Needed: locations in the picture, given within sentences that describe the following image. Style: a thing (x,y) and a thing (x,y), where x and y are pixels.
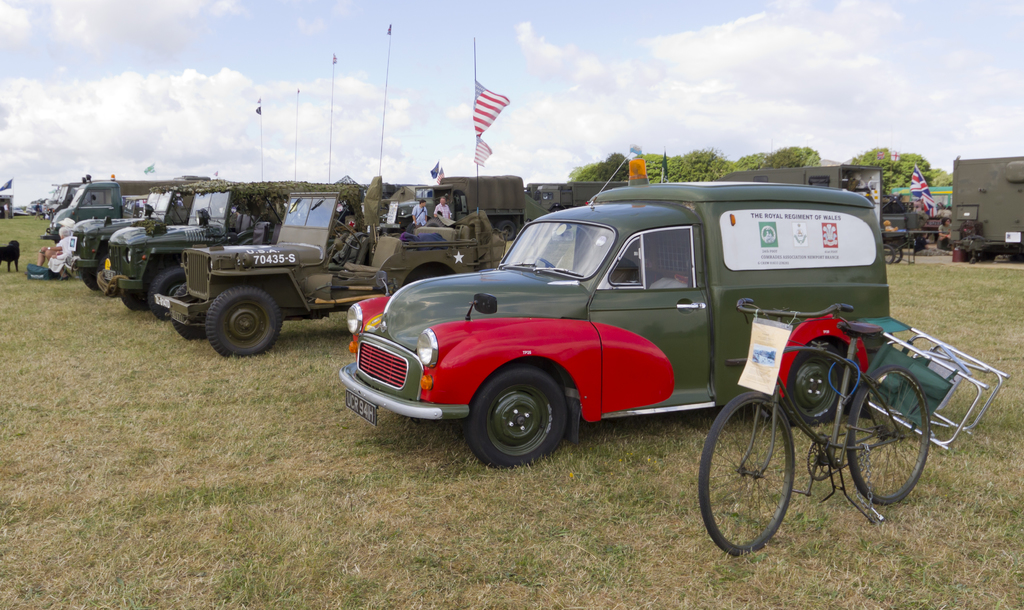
In this image I can see many vehicles (146,254) are on the ground (464,521). To the side there is a bicycle (766,440). To the left (11,255) I can see an animal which is in black color. I can also see few people (447,215) in-front of the vehicles (424,231). In the back (437,178) I can see flags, trees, clouds (34,181) and the sky (162,63).
